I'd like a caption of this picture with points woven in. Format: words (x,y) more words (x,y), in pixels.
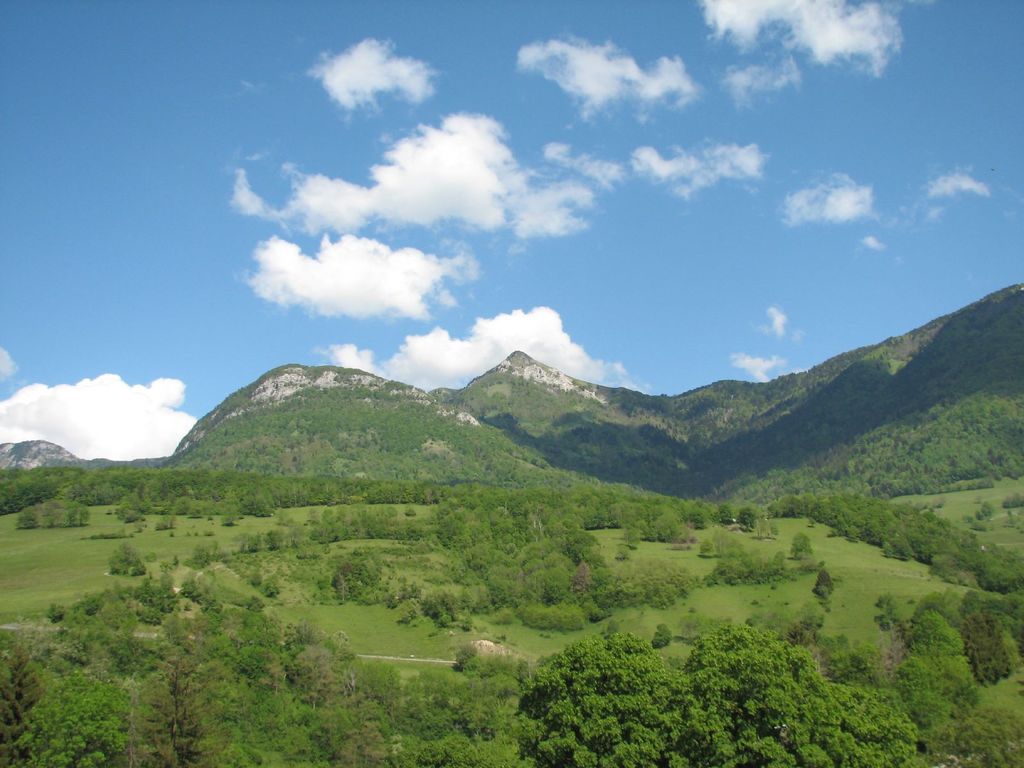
In this image, there are a few hills (940,377), plants (546,570) and trees (461,568). We can see the ground (374,640) with some grass (356,615). We can also see the sky (511,316) with clouds (533,215).
